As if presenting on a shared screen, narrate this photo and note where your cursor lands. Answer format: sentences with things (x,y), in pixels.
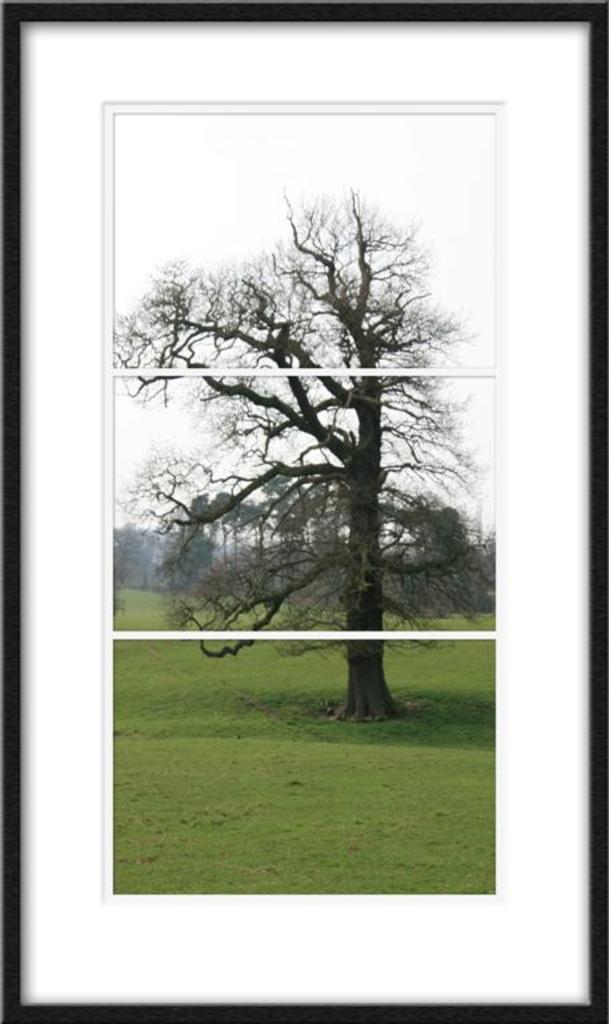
In the center of the image (261,549) we can see a photo frame (274,507). On the photo frame (255,552), we can see the sky (178,199), trees (336,495) and grass (302,768).
